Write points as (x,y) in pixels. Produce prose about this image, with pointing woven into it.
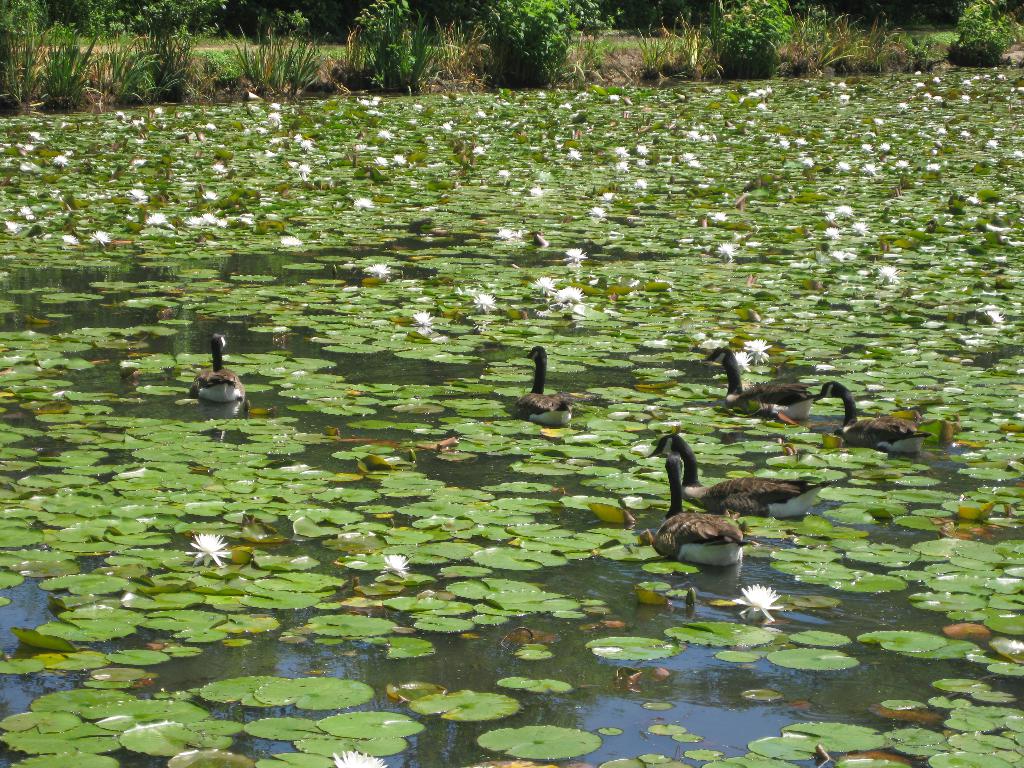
In this picture I can see flowers (516,233) and leaves (431,339) and few ducks (747,404) in the water (604,669) and I can see plants (685,53) on the side.
